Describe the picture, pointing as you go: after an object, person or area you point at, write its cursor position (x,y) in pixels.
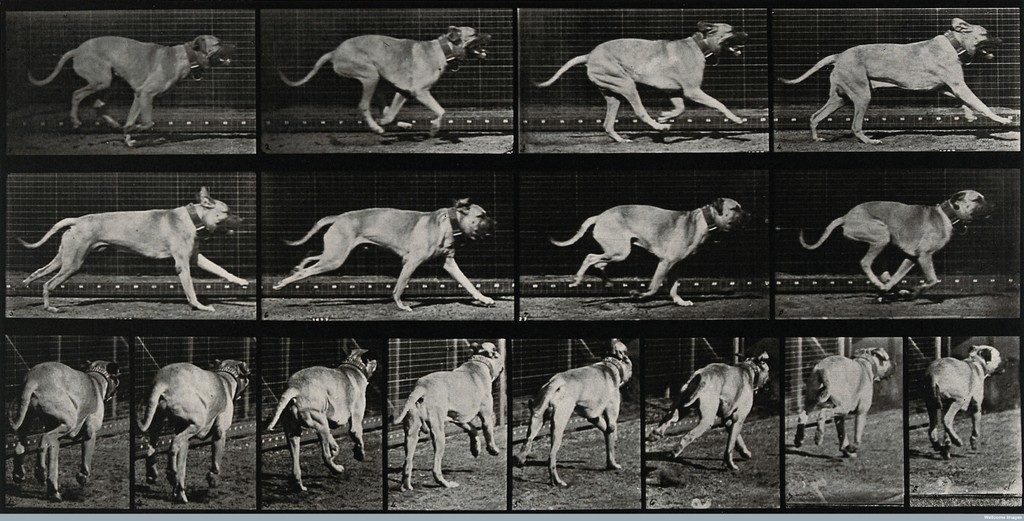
This black and white picture is collage of different images. In all the images there is a dog (612,59). There is a belt (456,226) around the neck (185,219) of the dog (477,36). Behind the dog (667,64) there is a fence (557,48).
